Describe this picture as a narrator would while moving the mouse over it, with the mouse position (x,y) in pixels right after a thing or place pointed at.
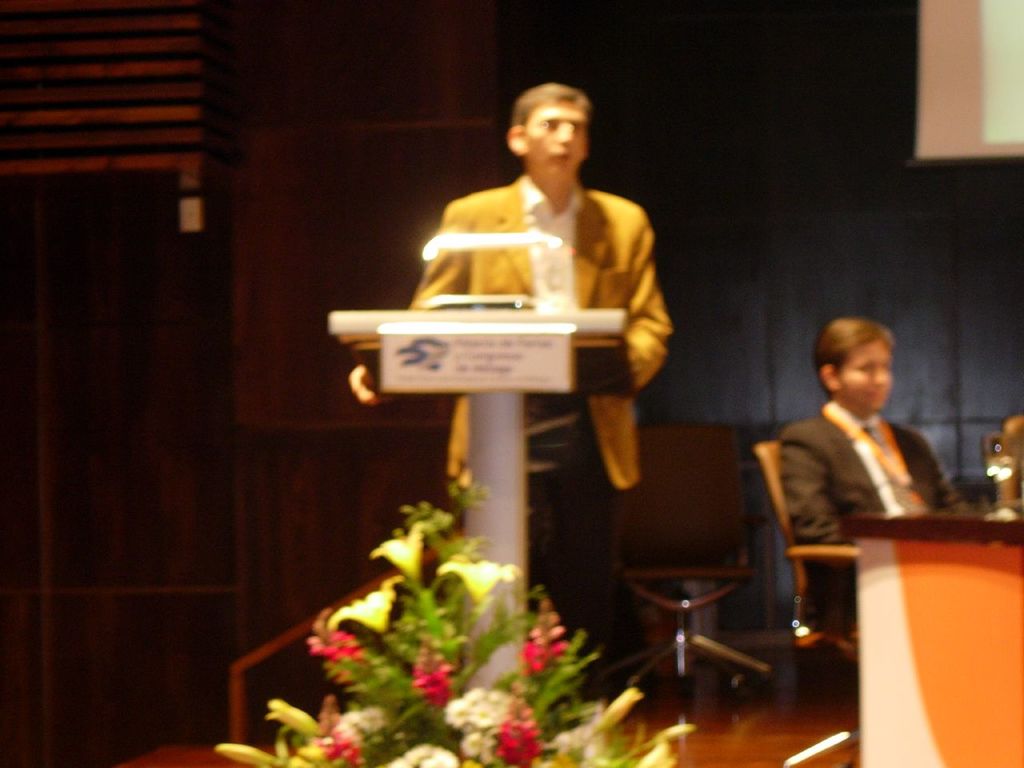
In this picture we can see a man (826,511) is sitting on a chair (809,551). In front of the man (866,430) there is a drinking glass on the table (935,557). A man (546,182) is standing behind the podium (499,396). In front of the podium (509,474) there is flower bouquet (358,744). Behind the men (572,260) there is a chair (634,500) and the wall (680,60). At the top right corner of the image (956,40), there is a projector screen (969,41).
